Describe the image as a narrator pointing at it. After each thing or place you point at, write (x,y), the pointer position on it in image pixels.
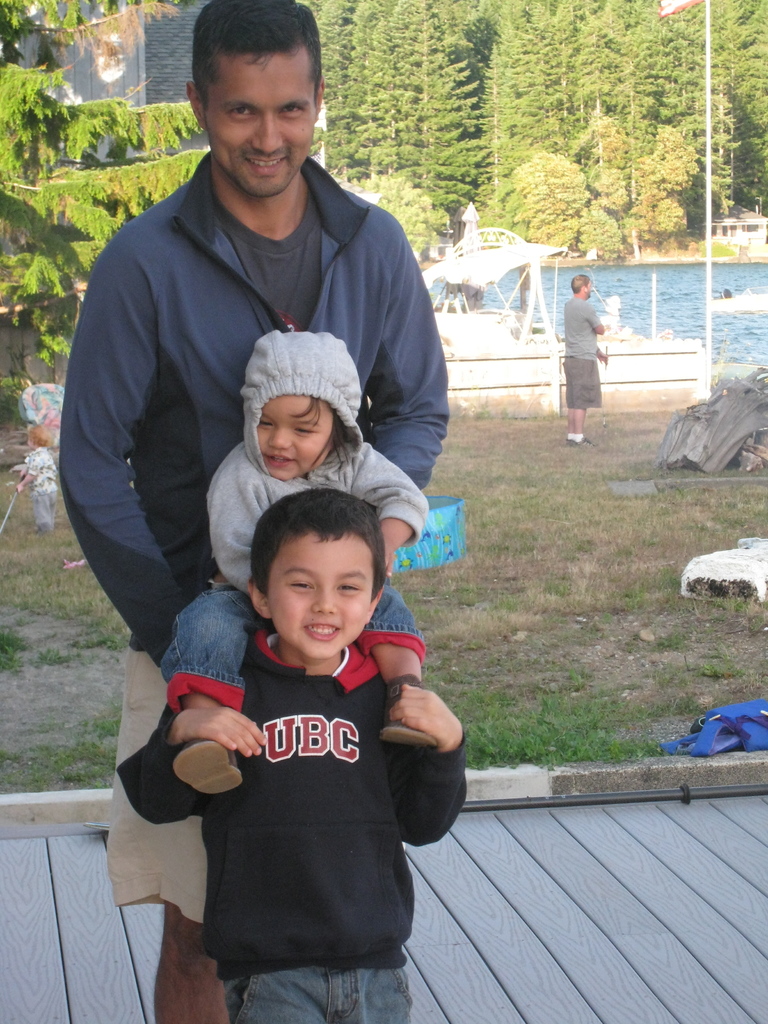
In this image, we can see a kid (321,652) holding a baby (232,563) and in the background (151,62), there are people (203,298) and there is an other kid (36,471) holding a stick (17,493) and we can see trees (515,98), a shed (739,218), a wall (163,62), some lights (102,59), boats (517,285) on the water (678,313) and there are poles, a bag (724,728), a tub (436,525) and some other objects (44,406) on the ground (536,684).
